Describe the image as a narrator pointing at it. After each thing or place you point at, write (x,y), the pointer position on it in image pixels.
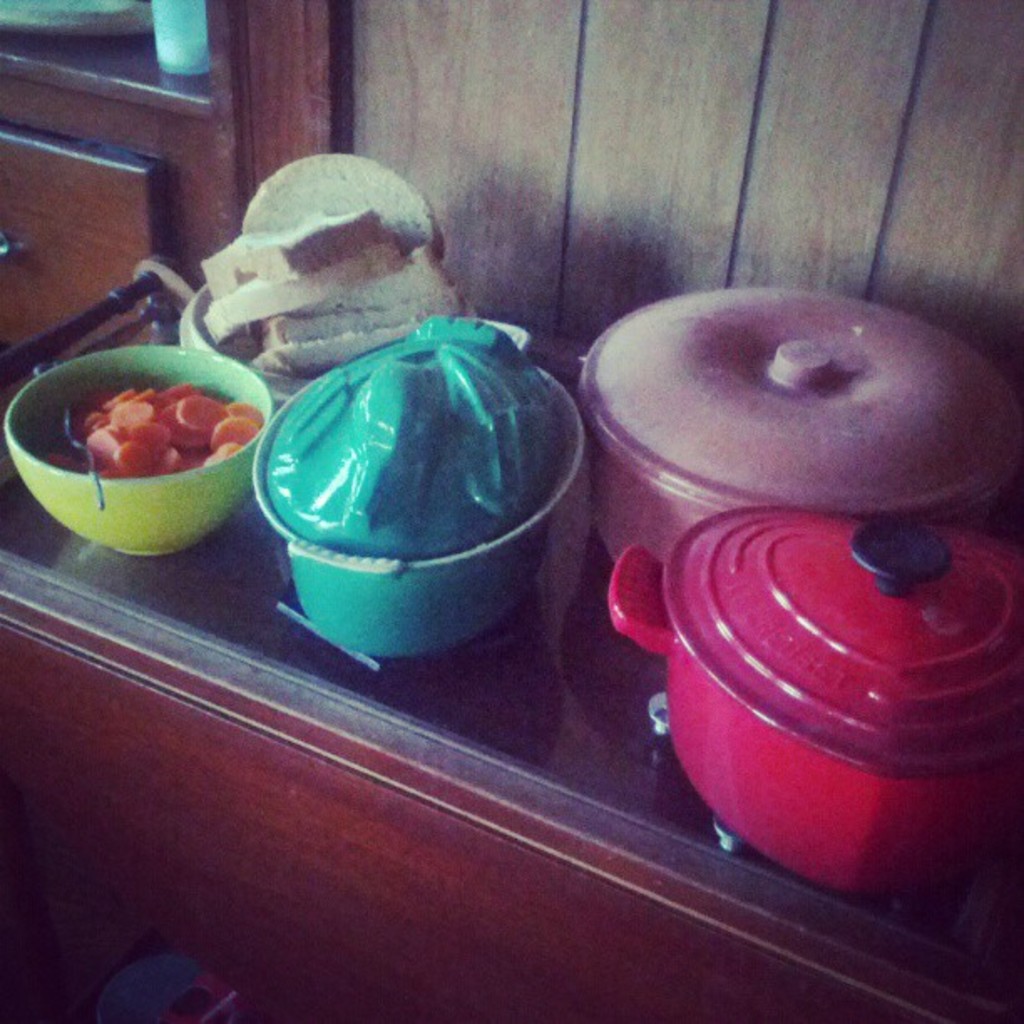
In this picture I can see some bowls (148,513), vessels (280,509) are placed on the table (167,902), in which there is some food item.
